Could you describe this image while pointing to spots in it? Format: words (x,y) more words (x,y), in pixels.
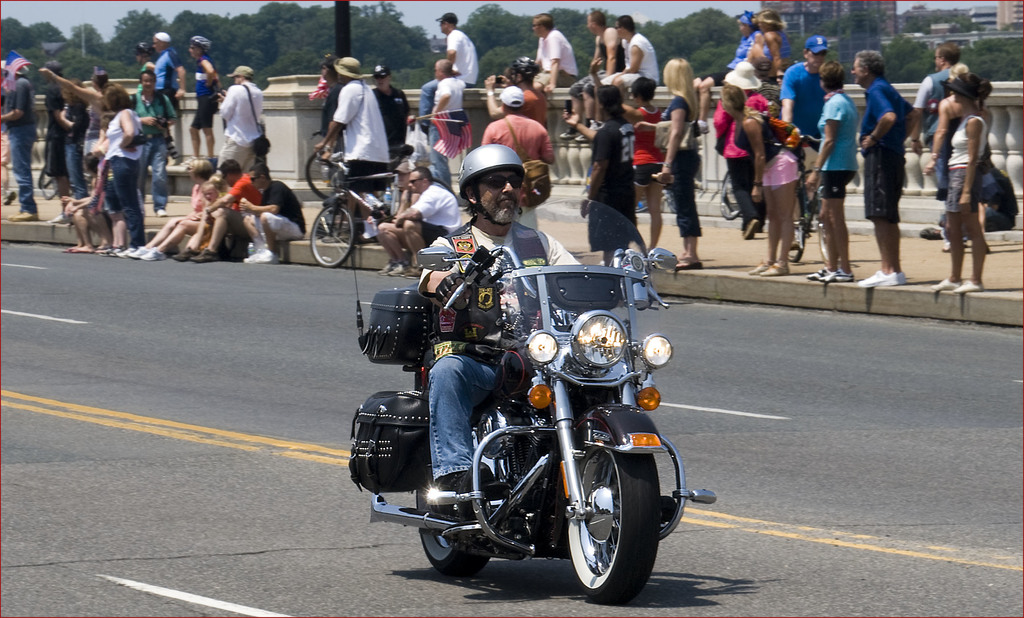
This is completely an outside view picture. On the background (605,13) we can see trees (673,39) and buildings (846,6). This is footpath (995,253) where few persons (245,126) are standing on it. On the road (345,339) we can see one man (507,175) riding a bike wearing a helmet (507,157). We can see few persons (231,221) sitting on the footpath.
